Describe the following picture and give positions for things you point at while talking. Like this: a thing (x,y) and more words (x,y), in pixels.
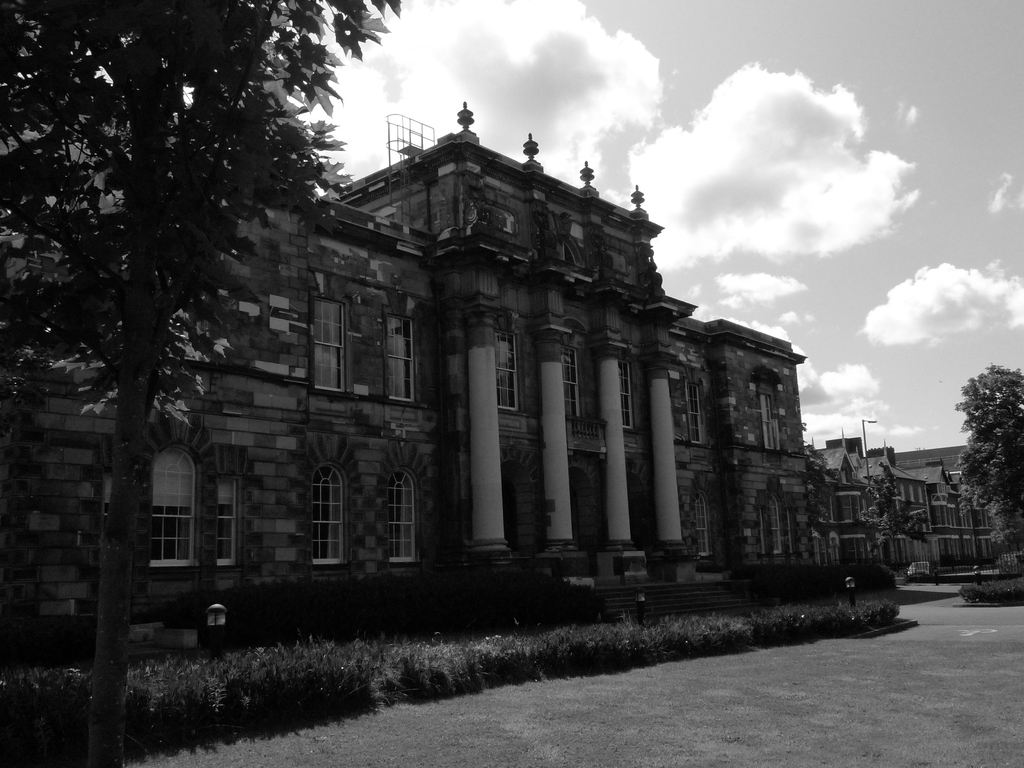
This is a black and white image and here we can see buildings (444,359), trees (818,488), lights (221,607), poles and we can see a vehicle (925,568) on the road (925,586) and there is a grass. At the top (640,110), there are clouds (779,113) in the sky (827,169).
